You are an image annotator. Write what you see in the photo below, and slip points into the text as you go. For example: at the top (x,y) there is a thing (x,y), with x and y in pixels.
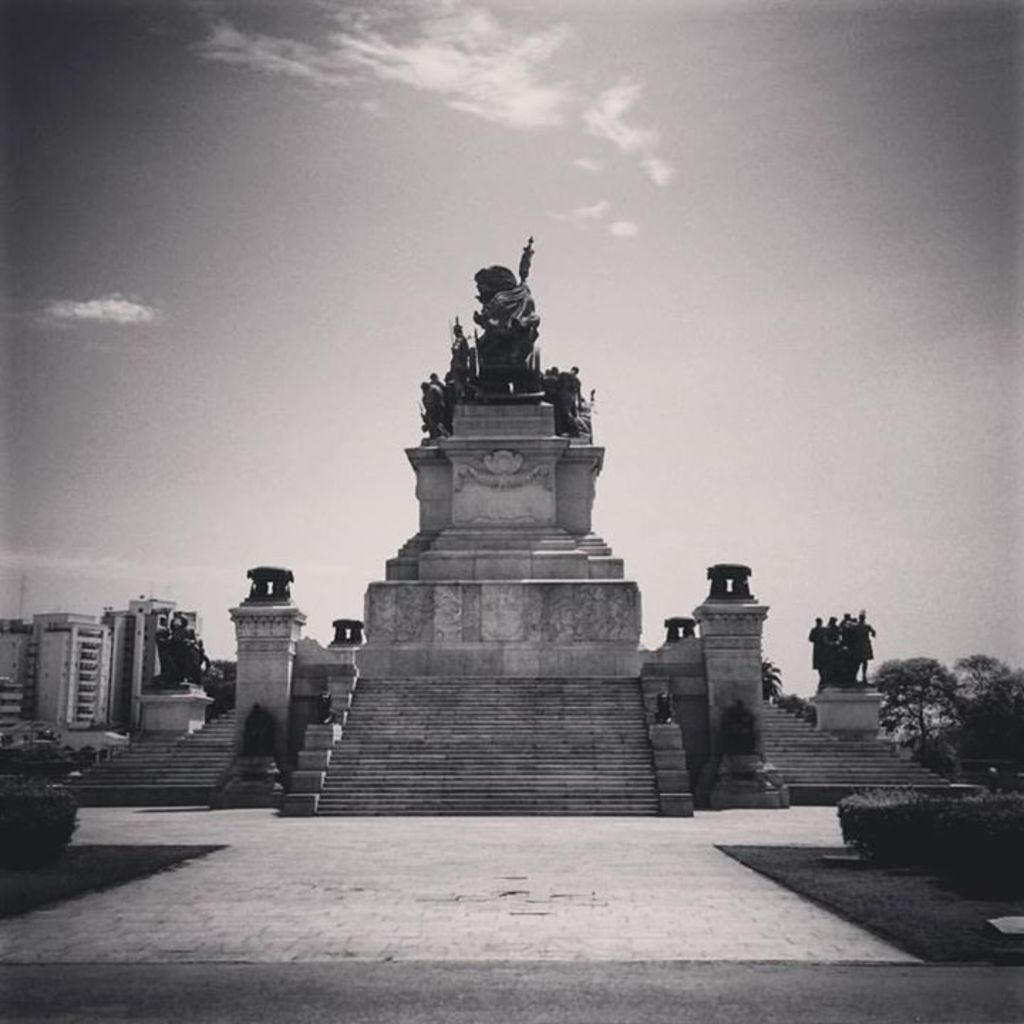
In this picture I can see statues (512,398). I can see staircase (501,701). I can see the buildings (121,715) on the left side (116,660). I can see trees (936,710) on the right side (947,715). I can see clouds (493,111) in the sky (364,183).
